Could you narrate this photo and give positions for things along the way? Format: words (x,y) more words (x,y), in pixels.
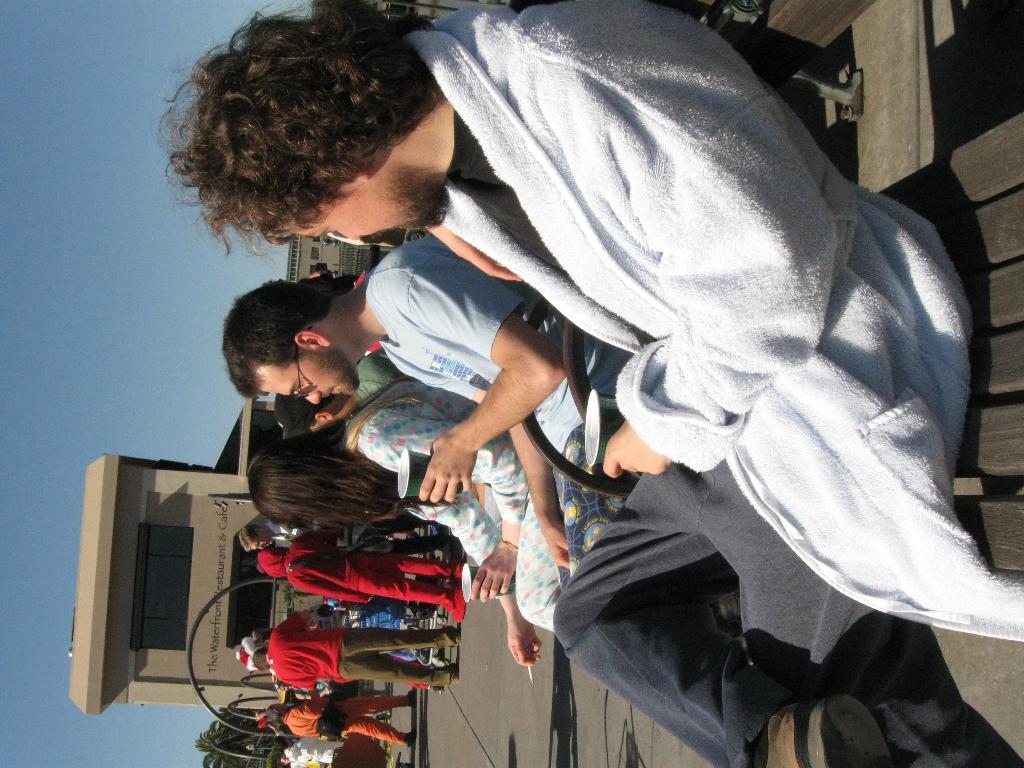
This picture is in left direction. In this picture there are three persons (464,411) sitting on the bench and holding the cup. At the back (359,646) there are group of people (310,684) standing on the road (560,687) and there is a building (243,481) and tree (241,767). At the top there is sky (56,194). At the bottom (553,720) there is a road (460,690).
